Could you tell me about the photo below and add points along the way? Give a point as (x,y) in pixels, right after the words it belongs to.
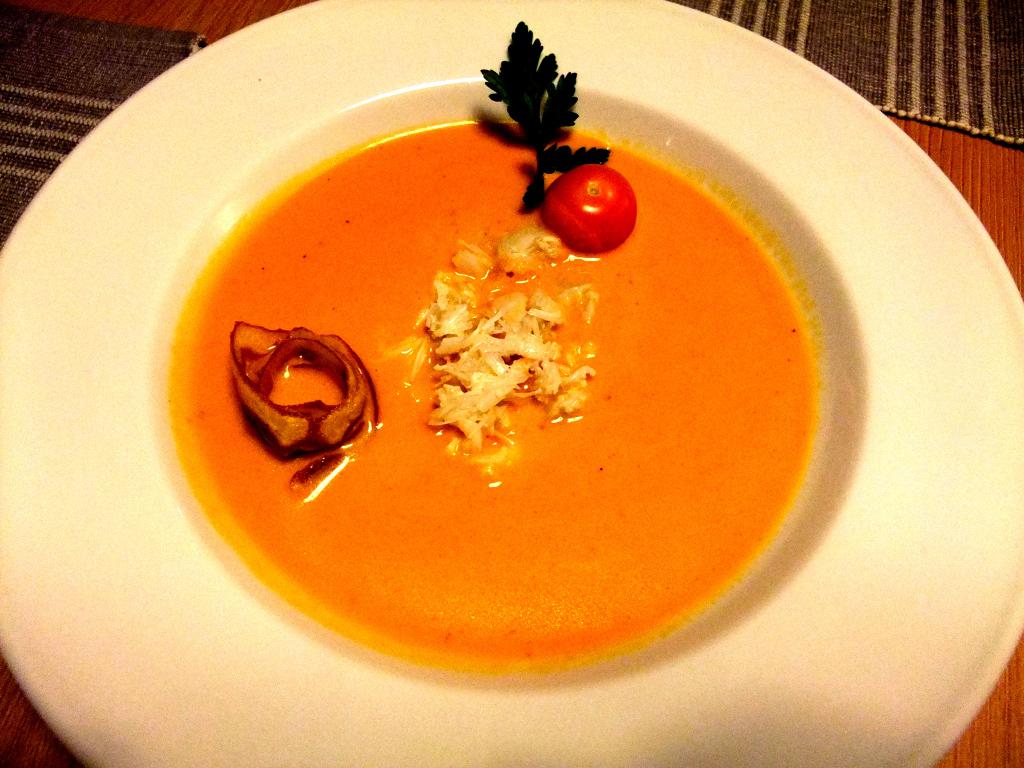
In this image there is food (555,354) on the plate (815,277) which is in the center (544,424).
